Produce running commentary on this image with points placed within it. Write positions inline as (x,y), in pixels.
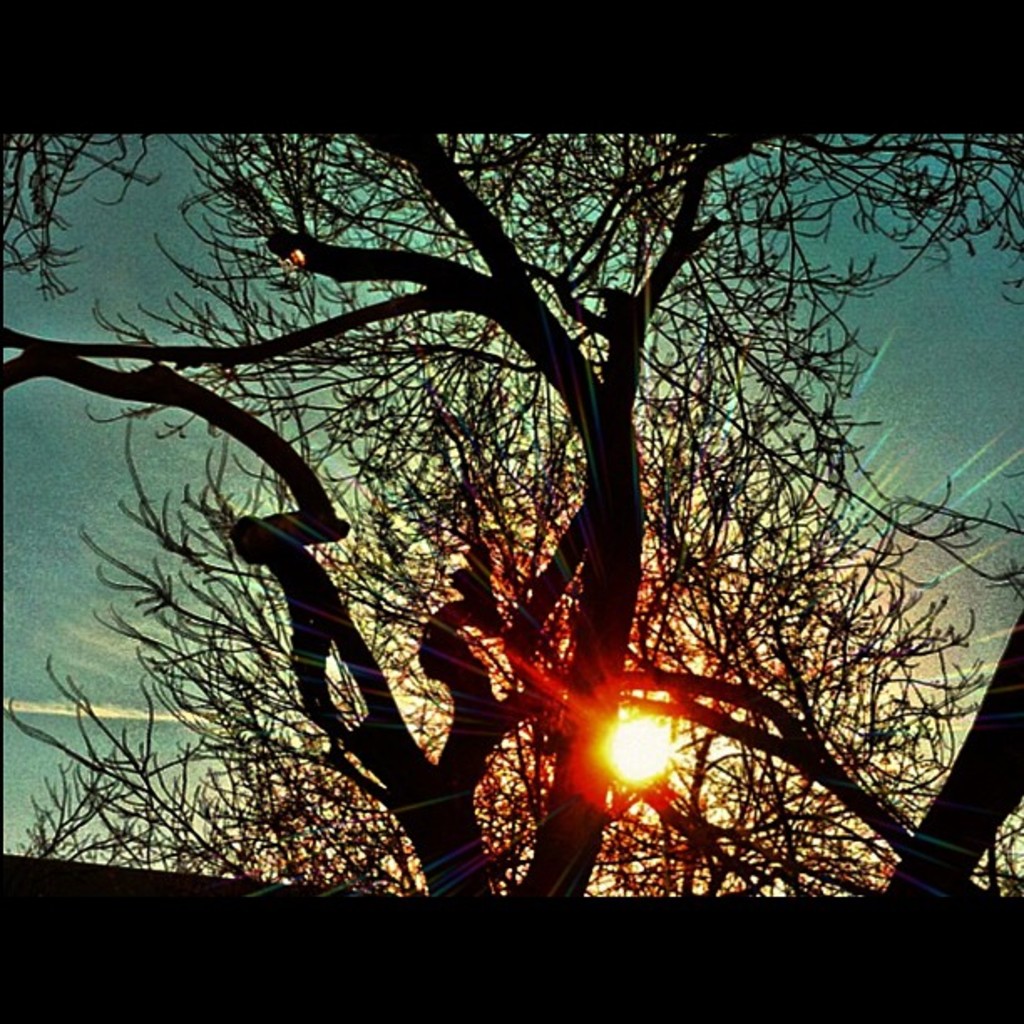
In this image, there is an outside view. In the foreground (875,554), there is a tree (419,306). In the background (104,519), there is a sky (970,335). There is a sun (635,739) at the bottom of the image (638,757).
